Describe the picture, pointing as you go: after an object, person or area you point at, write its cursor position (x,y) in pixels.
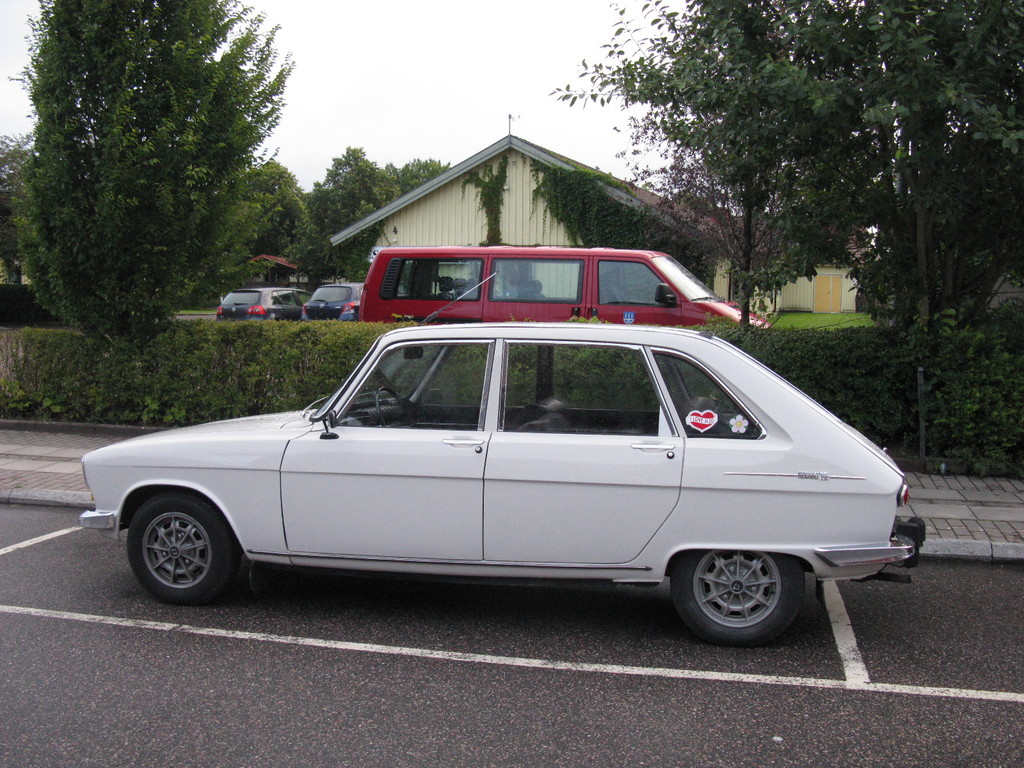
In this image, there are a few vehicles (333,448). We can see some trees (115,320), plants (203,383) and grass (846,325). We can see some houses (516,214). We can also see the ground (368,660) and the sky (642,22).
